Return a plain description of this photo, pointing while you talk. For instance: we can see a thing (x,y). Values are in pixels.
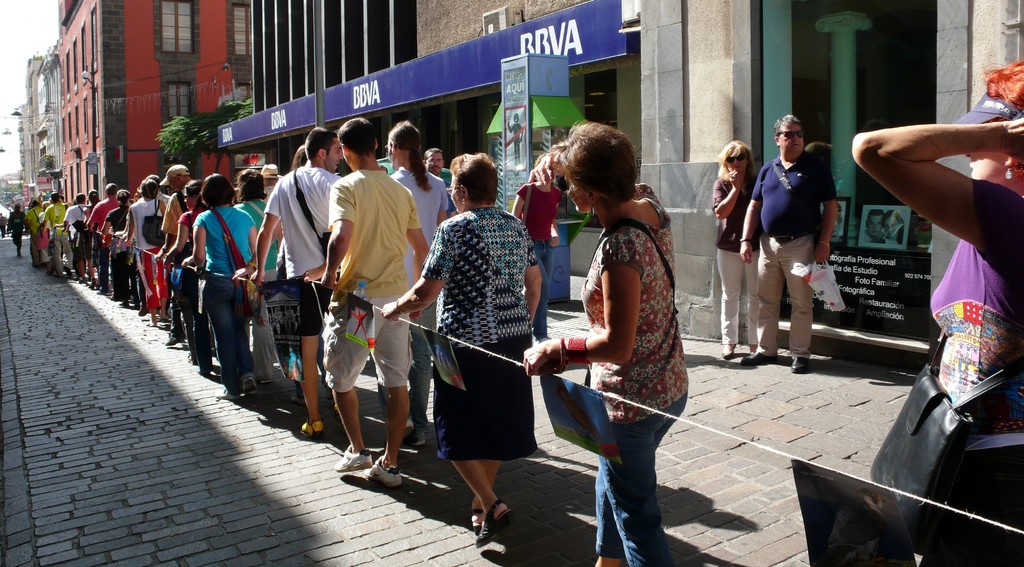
In this picture there are people (35,201) and we can see posters (593,439) on rope (514,363). We can see buildings (432,37), leaves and poster (517,164). In the background of the image (10,126) we can see the sky (13,142).
